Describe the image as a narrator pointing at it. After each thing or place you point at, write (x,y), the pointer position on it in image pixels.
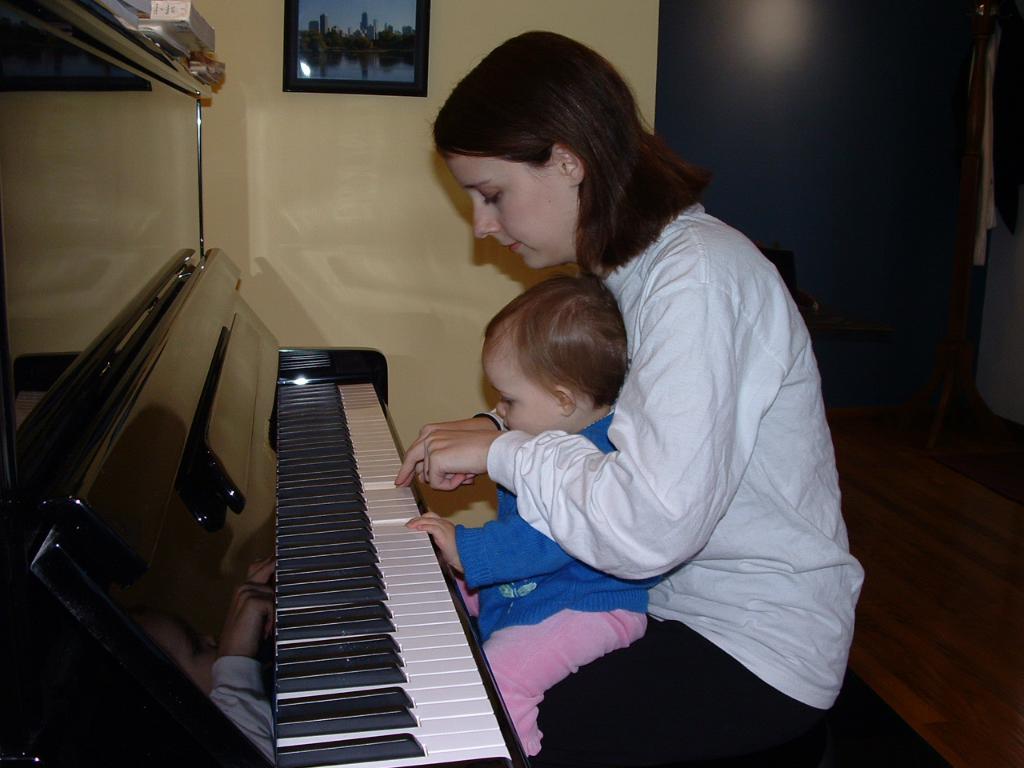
In the image we can see there is a woman (642,515) who is sitting with her baby (558,611) and she is playing piano (359,515).
